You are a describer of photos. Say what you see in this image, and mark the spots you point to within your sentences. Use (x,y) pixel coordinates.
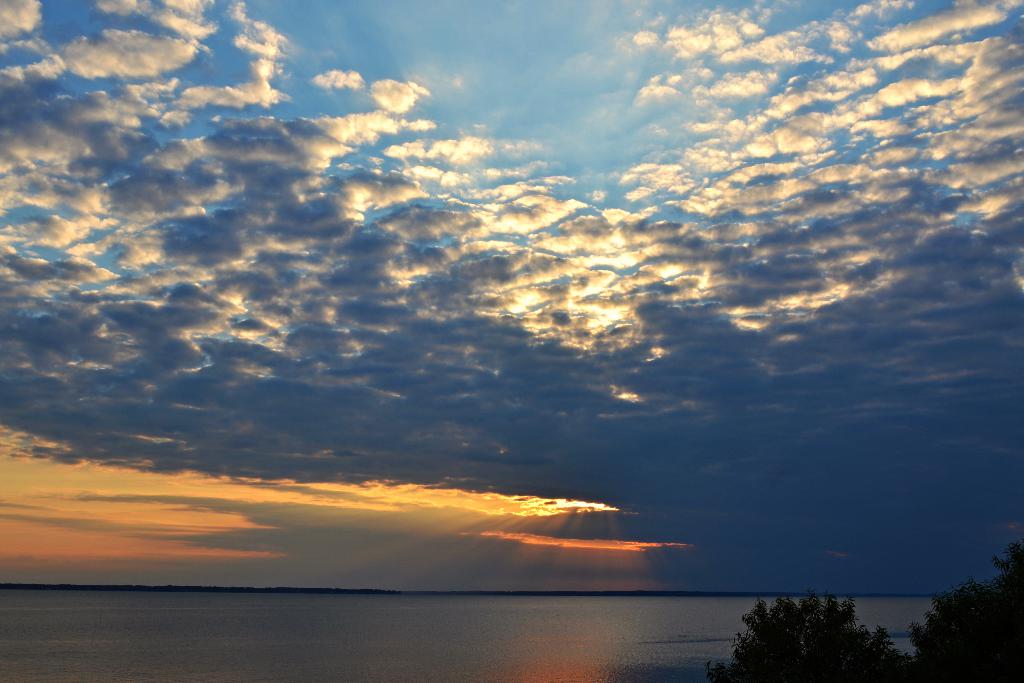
At the right side of the image (816,610) there are trees (873,636). At the center of the image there is water (485,630). In the background (398,292) there is sky (427,182).
